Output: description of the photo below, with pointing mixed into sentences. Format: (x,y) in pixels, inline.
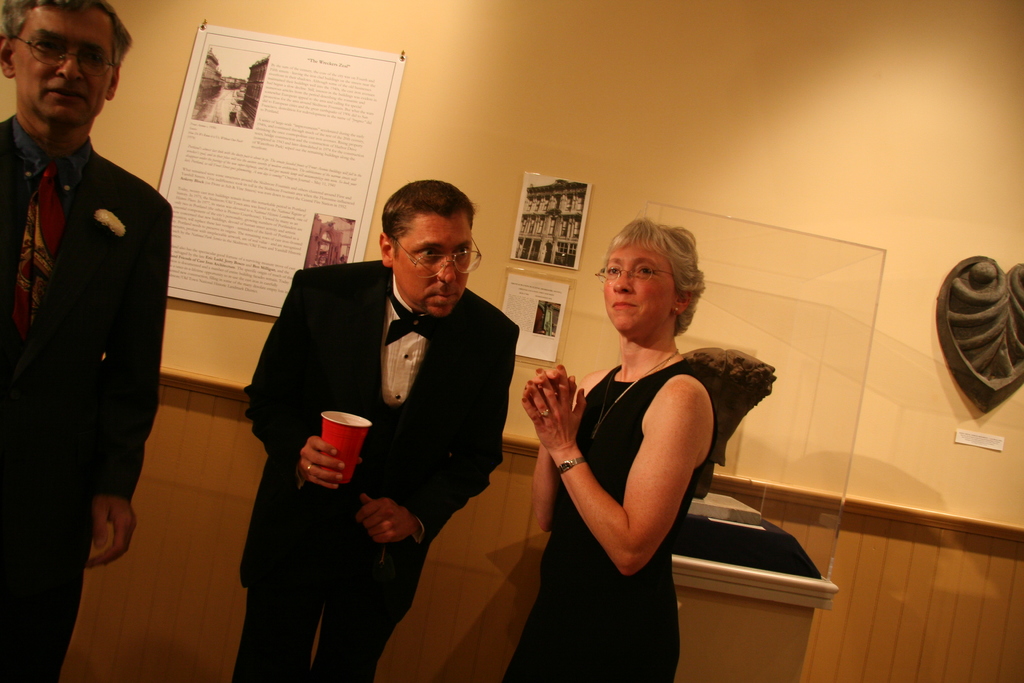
On the left side (75,269), there is a person (84,78) in a suit (35,390), wearing a spectacle (103,63) and standing. In the middle of this image (356,293), there is a person (441,334) in a suit (311,380), holding a red color glass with a hand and bending slightly. Beside him, there is a woman (653,471) in a black color dress (627,608), wearing a spectacle (657,269) and standing. Beside her, there is an object (737,516) on the table (765,539). In the background (236,124), there are posters (287,116) and an object (994,310) attached to a wall (648,164).
